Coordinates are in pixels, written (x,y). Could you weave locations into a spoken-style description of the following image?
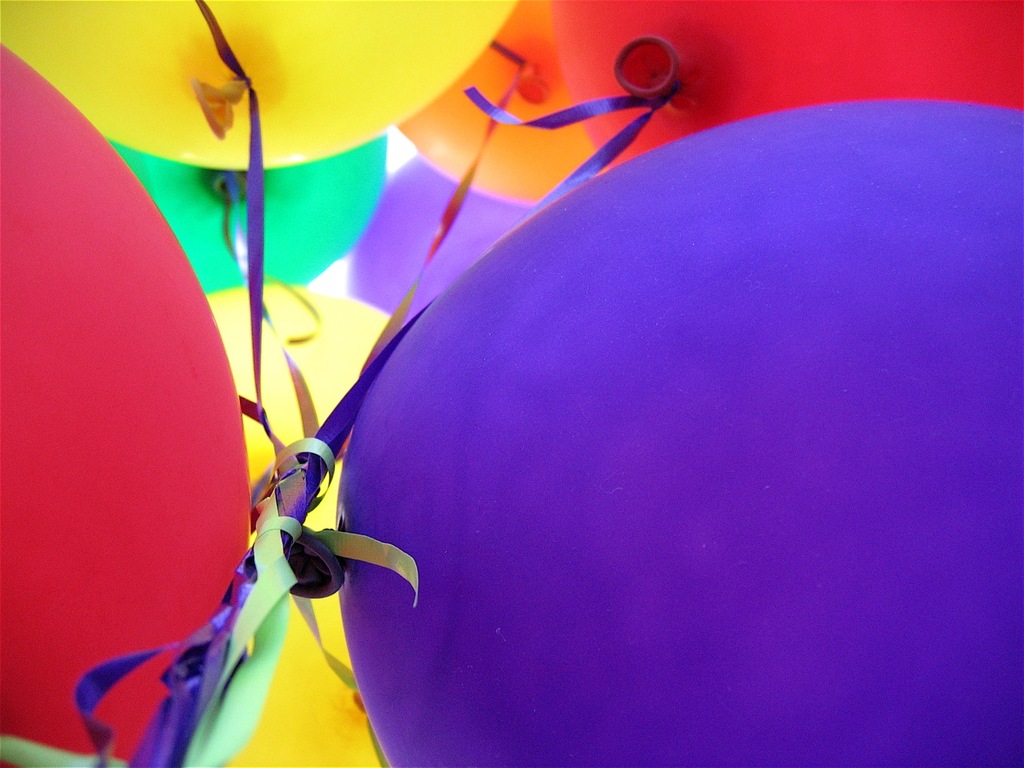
The picture of a balloons (334,117). There are many balloons (487,273). Blue balloon (477,347), Red balloon (69,536), Yellow balloon (222,65) and Red balloon (83,537). which are tied with ribbons (231,587).
